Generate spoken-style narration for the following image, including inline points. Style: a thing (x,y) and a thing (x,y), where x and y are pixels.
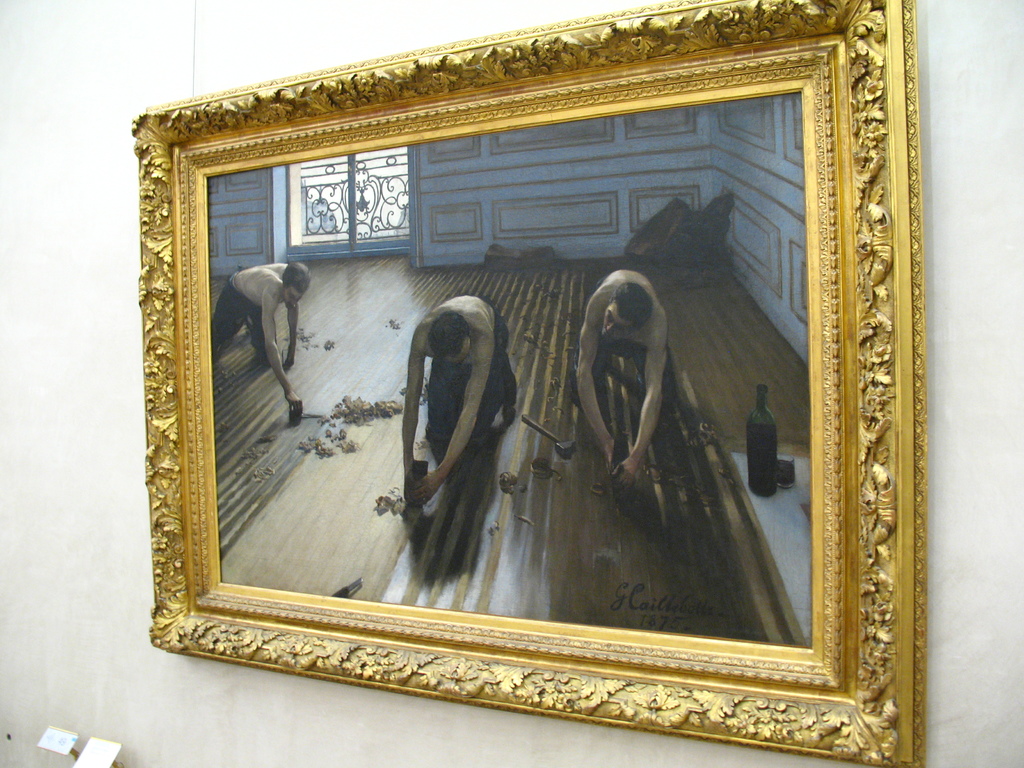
We can see a photo frame (914,700) and objects (55,744) on the wall (213,762). In the photo (481,488) we can see wall (413,245), window (402,211), three persons (462,435) are working on the floor (590,470), and a wine bottle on the floor (597,518).
